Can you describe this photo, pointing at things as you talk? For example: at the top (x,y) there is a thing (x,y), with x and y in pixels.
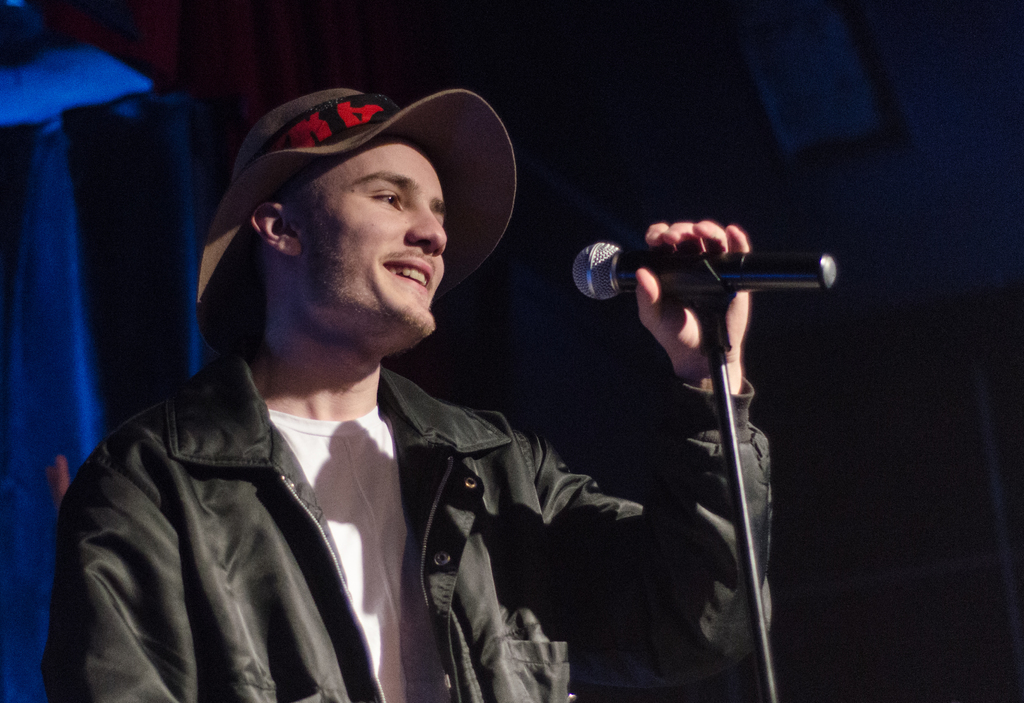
In this image I see a man (693,500) who is wearing a hat (495,140) and a black jacket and he is in front of a mic (746,259) and he is holding the mic (776,258) and I see that he is smiling.
